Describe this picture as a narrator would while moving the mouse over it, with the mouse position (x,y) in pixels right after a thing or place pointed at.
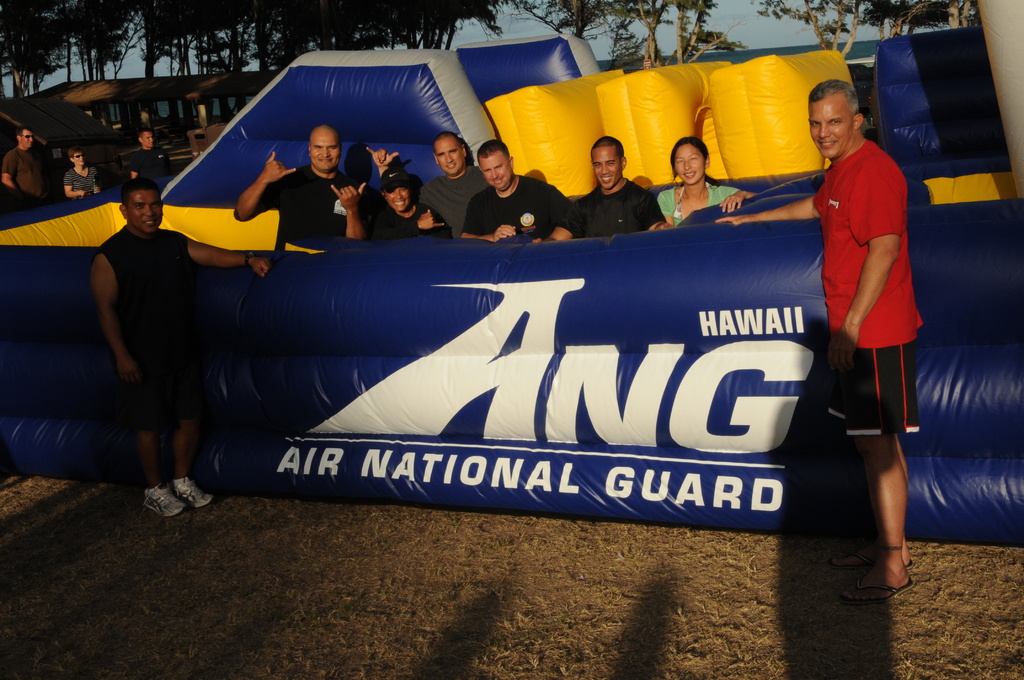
In the picture I can see a person (847,333) wearing red color T-shirt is standing on the right side of the image (872,563) and a person (140,365) wearing black color T-shirt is standing on the left side of the image (181,490) and we can see these people (504,211) are standing in the inflatable object (474,333). In the background (20,175), we can see a few more people (155,151) standing, I can see trees (29,47) and the sky (766,18).
